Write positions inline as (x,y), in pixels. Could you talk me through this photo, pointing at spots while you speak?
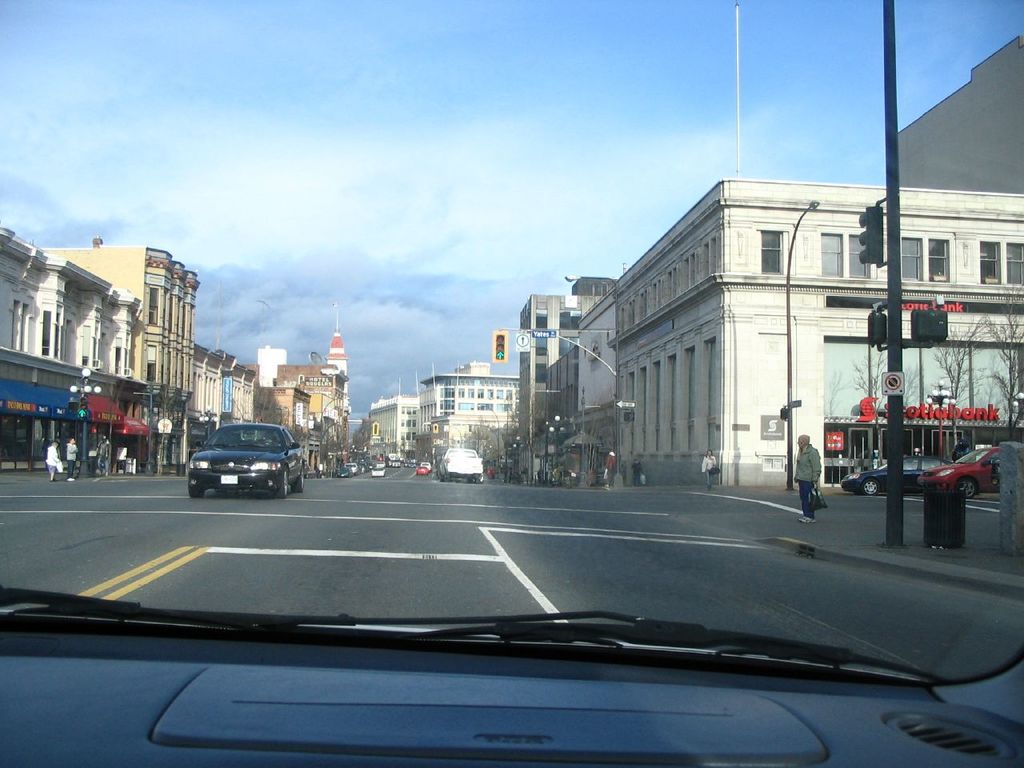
In this image I can see few vehicles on the road (839,587), background (58,326) I can see few persons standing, few light poles (153,460), few stalls (153,460), buildings (187,460) in cream, white and brown color and the sky (475,182) is in blue and white color.
